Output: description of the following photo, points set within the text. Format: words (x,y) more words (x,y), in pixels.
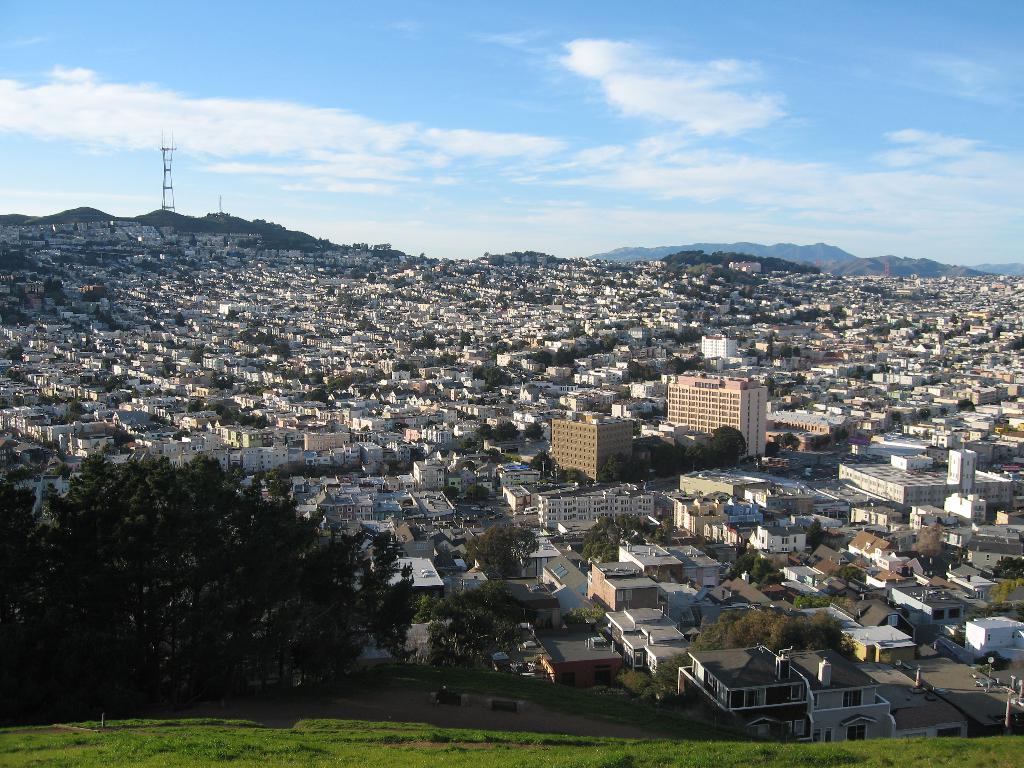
In this image, I can see the view of the city (335,296). These are the houses (552,575) and buildings (869,332). I can see the trees (799,631). This looks like a tower (170,188). In the background (161,213), I think these are the hills (358,244). I can see the clouds (318,154) in the sky (813,70). At the bottom of the image (453,738), this is the grass (240,743).
